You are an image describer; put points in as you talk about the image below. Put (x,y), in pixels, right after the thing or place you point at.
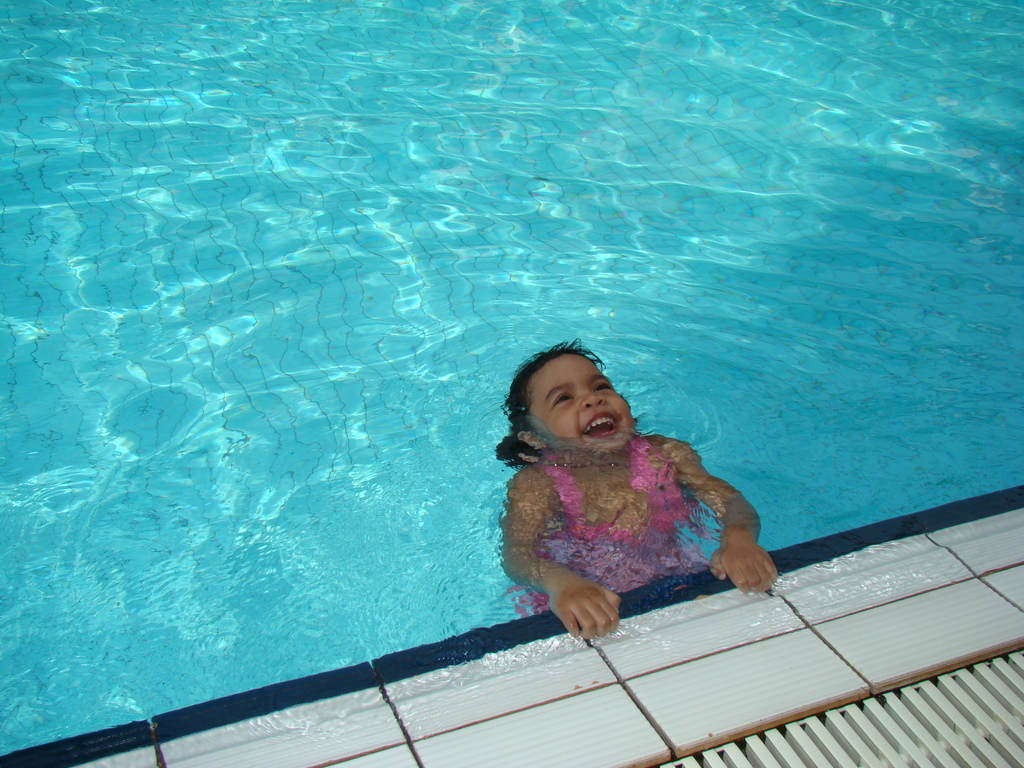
The picture consists of a swimming pool (462,401). In the foreground of the picture (531,542) there is a girl (610,501) swimming, she is smiling. In the foreground (714,670) there are white tiles (873,673) and some iron frame (937,716).
